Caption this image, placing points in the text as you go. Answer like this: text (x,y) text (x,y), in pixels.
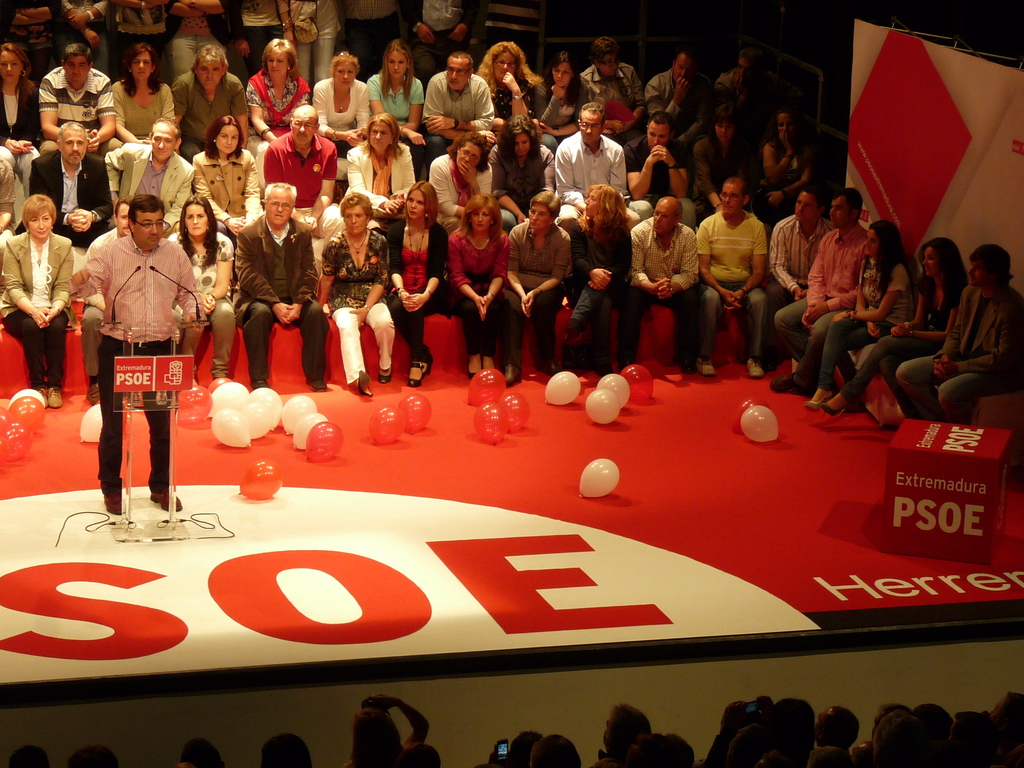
In the foreground of this image (744,740), at the bottom (771,736) there are people (752,731). In the middle (413,358), there are people (530,226) sitting and a man (150,288) standing near a podium (127,366) on which there are mics (153,269). We can also see balloons (520,409) and a cube like an object (926,488) on the floor (538,577).
